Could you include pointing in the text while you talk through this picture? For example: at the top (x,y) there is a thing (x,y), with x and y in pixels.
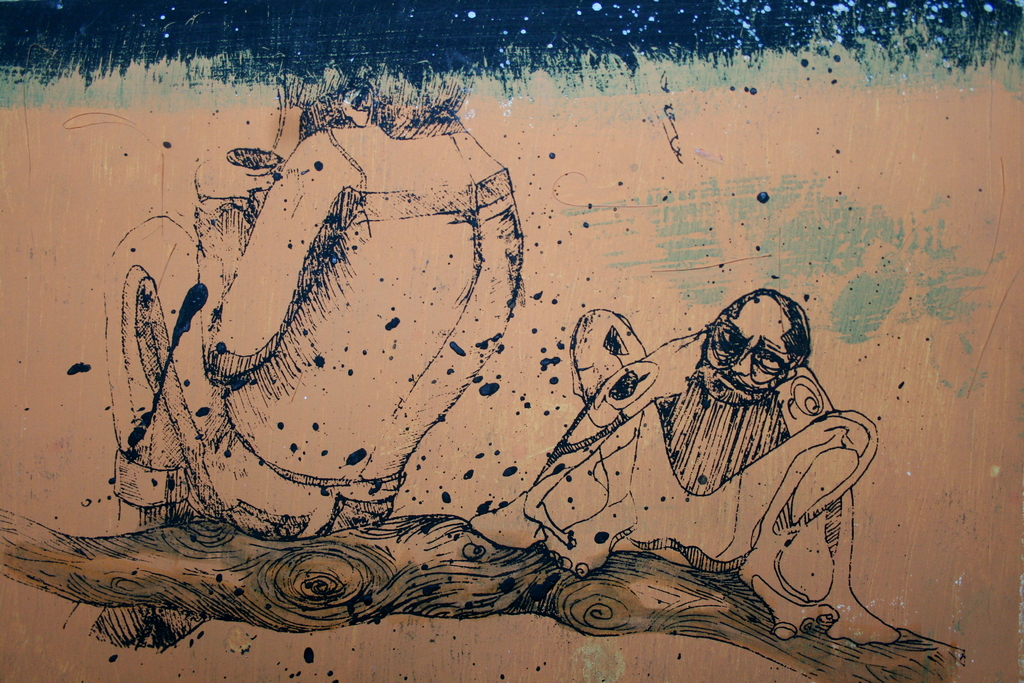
This is a painting (528,355) on the wall (471,124).
